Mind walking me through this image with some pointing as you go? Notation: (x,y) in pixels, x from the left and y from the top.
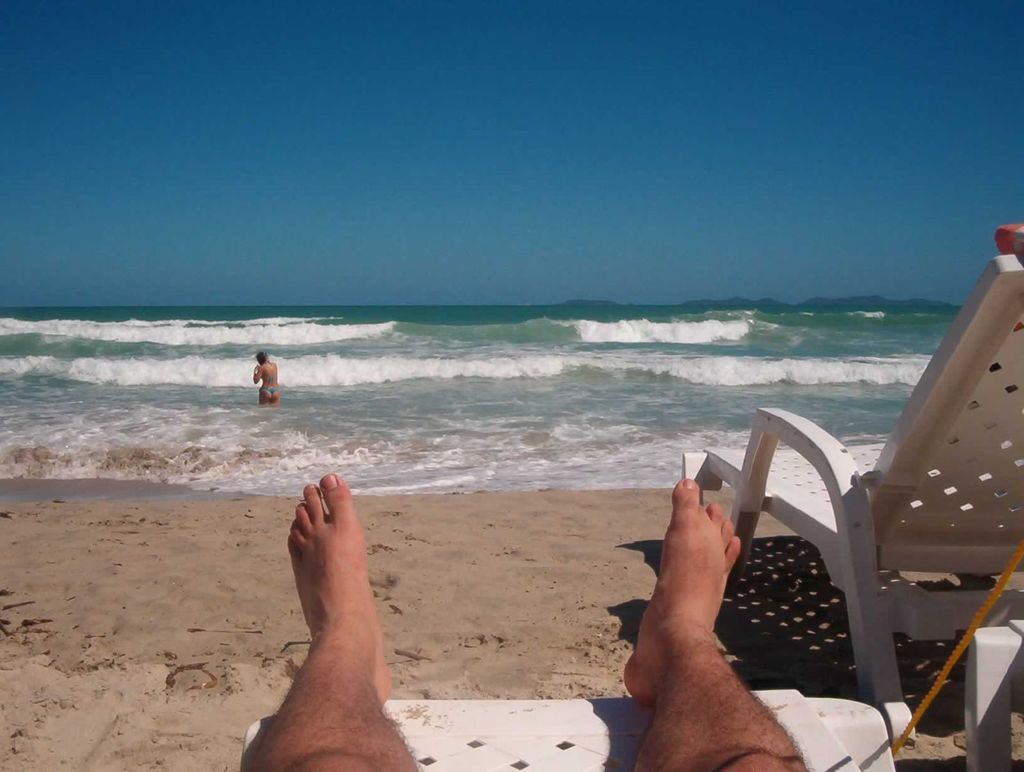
In this image I can see a person (754,704) laying on the chair (821,720) and the chair (805,731) is in white color, background (293,388) I can see the other person (264,388) in the water (204,374) and the sky (437,260) is in blue color.
